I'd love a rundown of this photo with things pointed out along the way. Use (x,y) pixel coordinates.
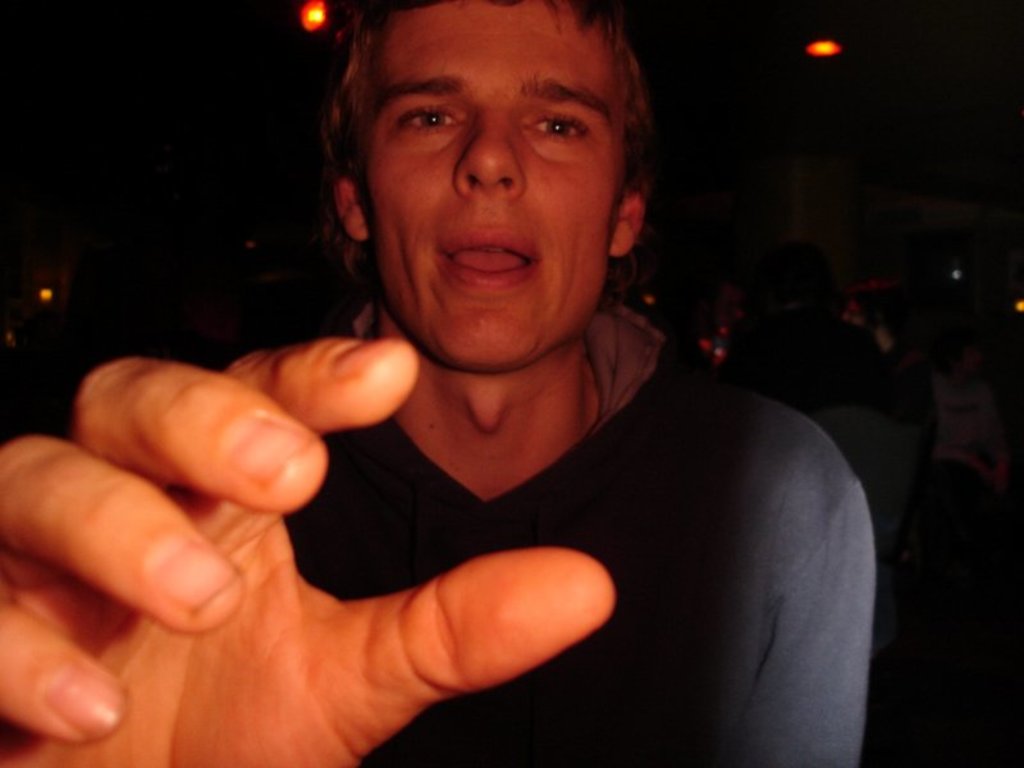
In this image, I can see the man (748,693). He wore a hoodie (706,566). In the background (823,363), I can see a person (853,400) sitting on the chair (880,442). These are the lights (840,49).
